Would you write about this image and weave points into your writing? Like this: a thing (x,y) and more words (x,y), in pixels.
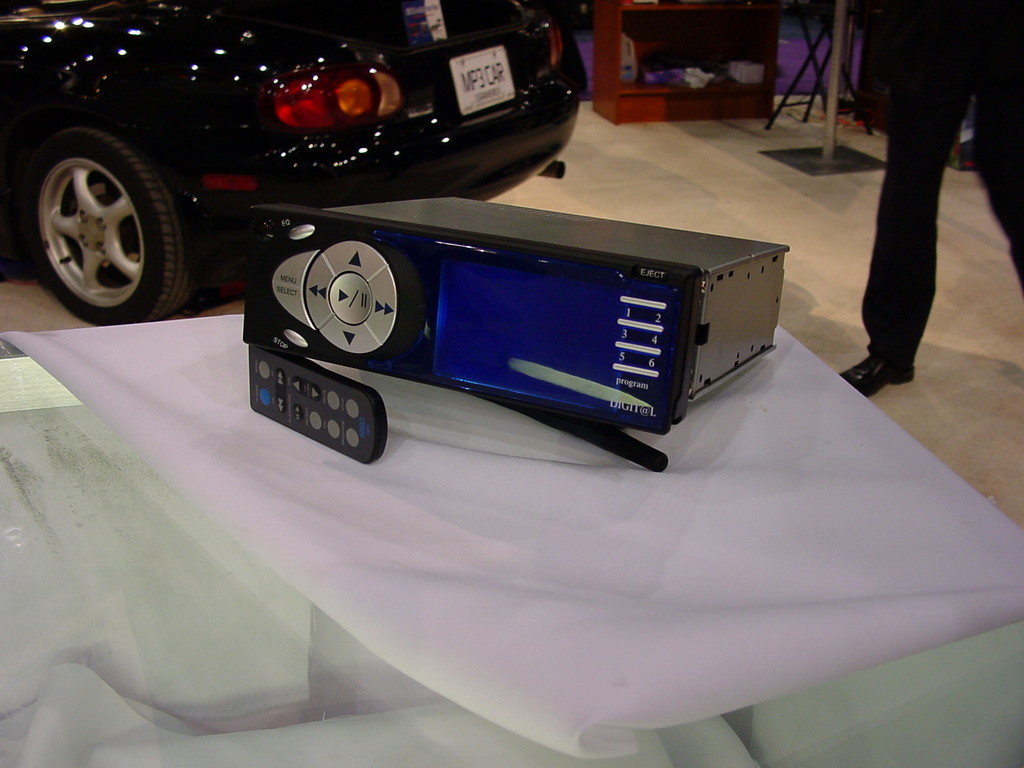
In this image I can see a CD player (768,333) on the table (752,416). Background (926,325) I can see the other person (907,150) standing wearing black color pant (898,150) and I can also see a black color pant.
